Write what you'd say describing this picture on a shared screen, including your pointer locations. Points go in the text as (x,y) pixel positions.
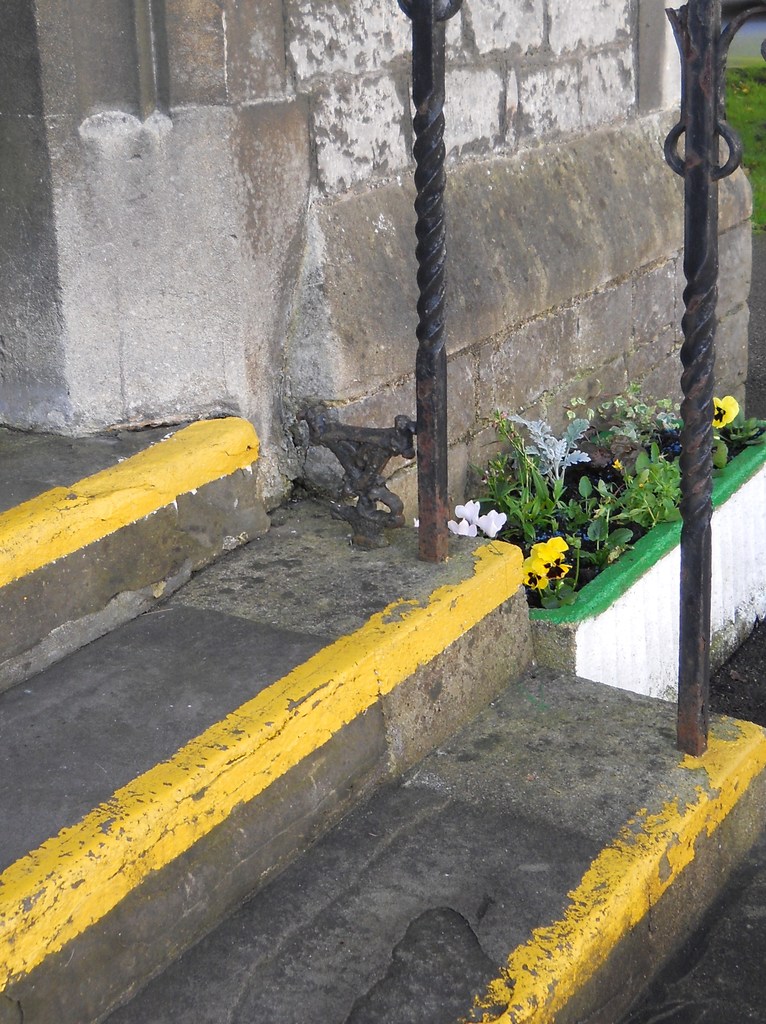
There are stairs (354,734) at the bottom of this image (377,870). We can see flower plants (598,490) in the middle of this image (491,529) and there is a wall (500,254) in the background (354,215).
